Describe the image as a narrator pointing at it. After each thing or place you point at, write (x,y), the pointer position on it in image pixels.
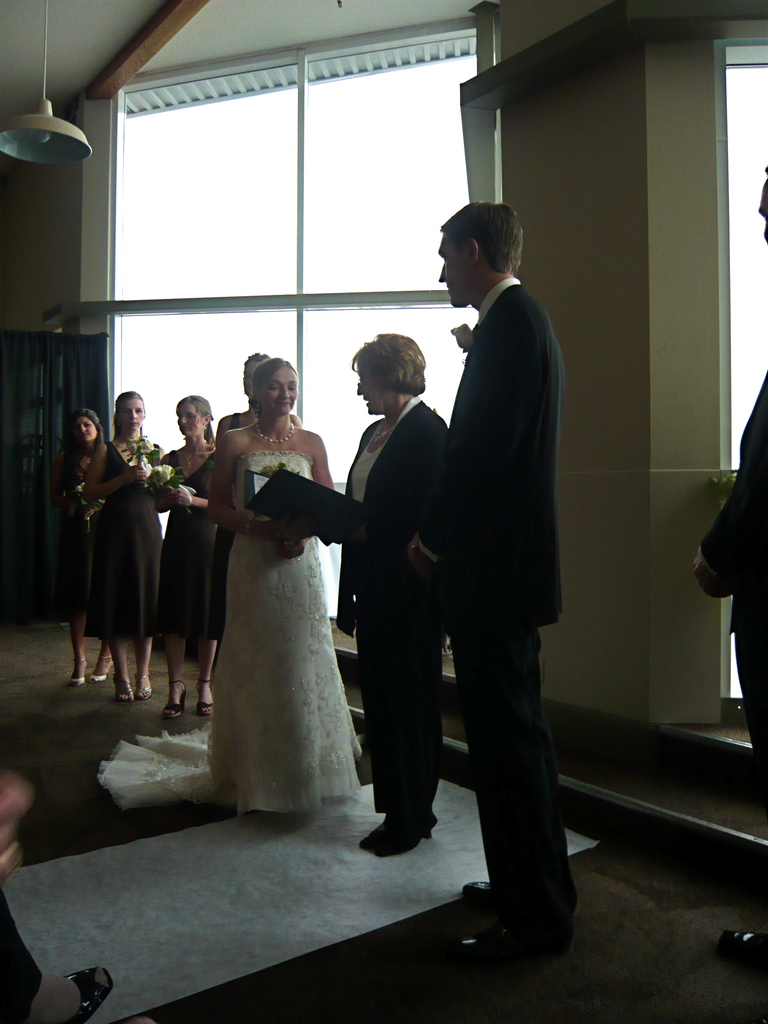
In this image I can see few people (762,723) are standing and holding something and one person (370,496) is holding the book (287,514). I can see the windows (256,151), light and the wall (67,224).
